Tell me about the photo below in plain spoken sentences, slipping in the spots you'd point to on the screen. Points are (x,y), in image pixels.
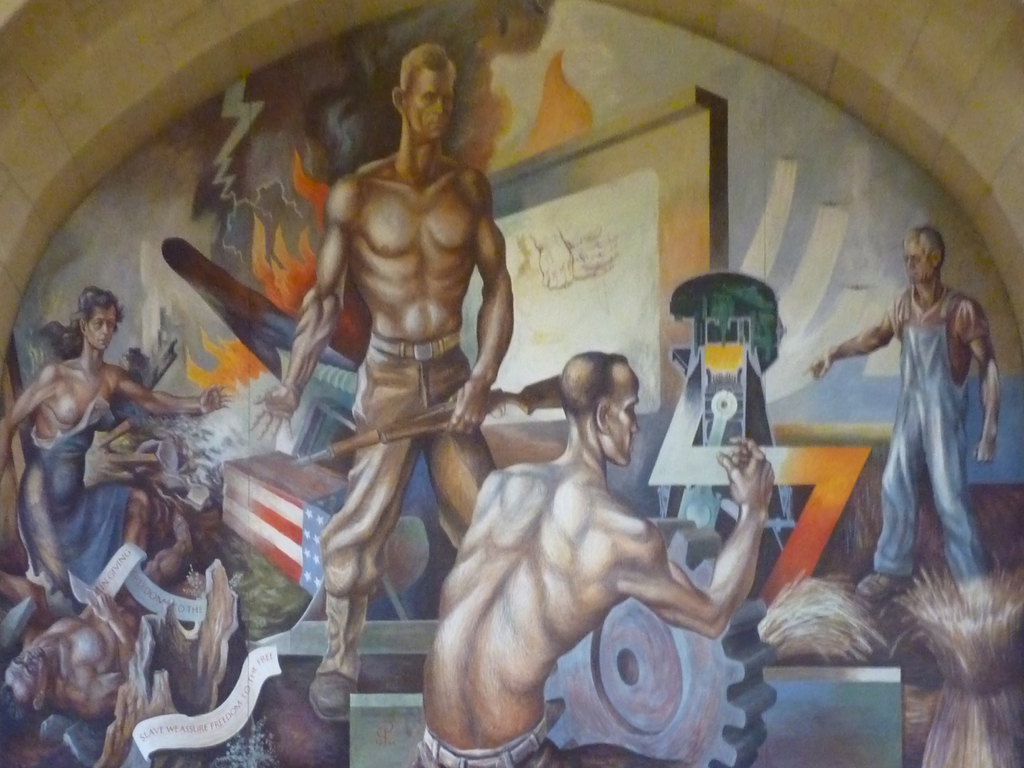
This is a painting. Few people (136,523) are present. A person (439,451) is holding a gun (331,449).
